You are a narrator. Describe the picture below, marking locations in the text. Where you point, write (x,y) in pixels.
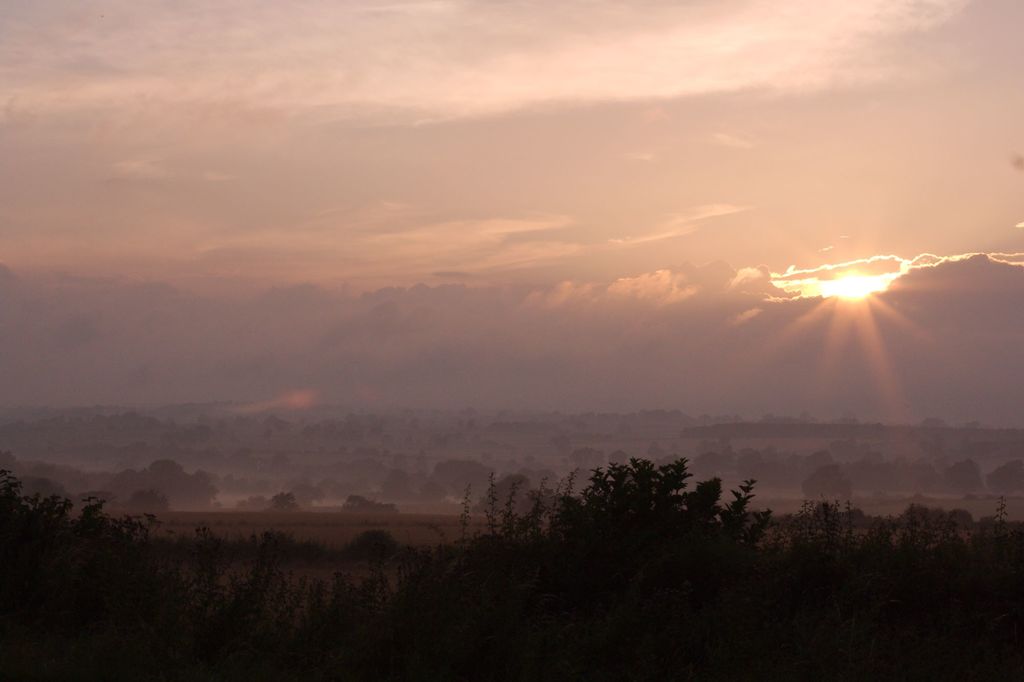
In this image we can see a group of trees (648,537). On the right side of the image (834,280) we can see the sun (848,275) in the sky (747,297).
